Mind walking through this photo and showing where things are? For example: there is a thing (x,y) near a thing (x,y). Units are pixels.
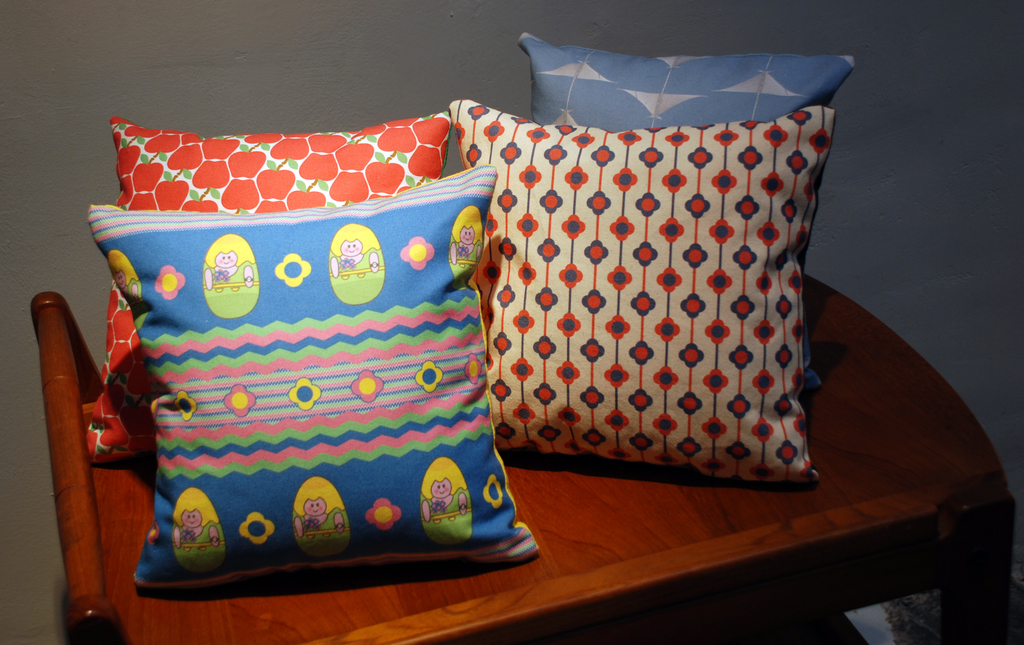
In this image there is a table (895,526) truncated towards the bottom of the image (592,563), there are four pillows (327,255) on the table (74,463), in the background of the image (233,93) there is a wall (206,57).
